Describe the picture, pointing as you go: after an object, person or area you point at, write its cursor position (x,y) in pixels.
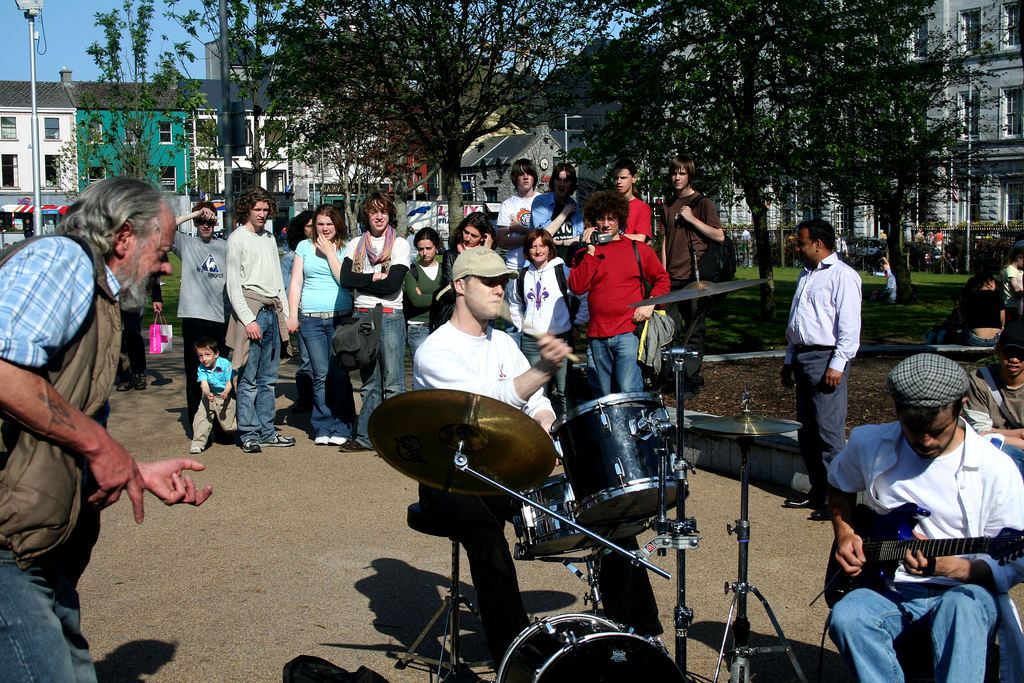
In this image there are people (264,228) standing and listening to the man (842,545) who is playing the guitar (875,524) and to the man (518,386) who is playing the drums (614,517). In the background (110,141) there is a building (66,142) and trees (442,141).
